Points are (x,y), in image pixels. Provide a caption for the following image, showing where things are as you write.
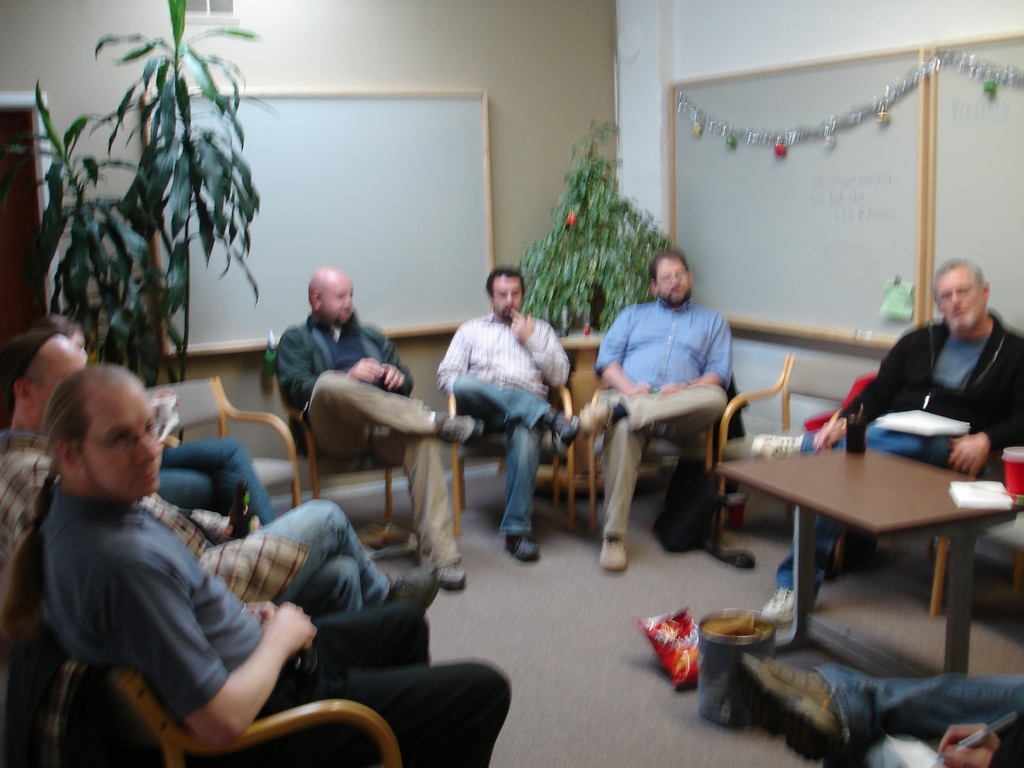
People (615,441) are sitting on the chair (317,472) near the table (875,515) and on the table (906,526) glass (1021,482), paper (993,492) is present, in the back (657,251) we have tree (599,255), white board (340,229) and the wall (541,101).
